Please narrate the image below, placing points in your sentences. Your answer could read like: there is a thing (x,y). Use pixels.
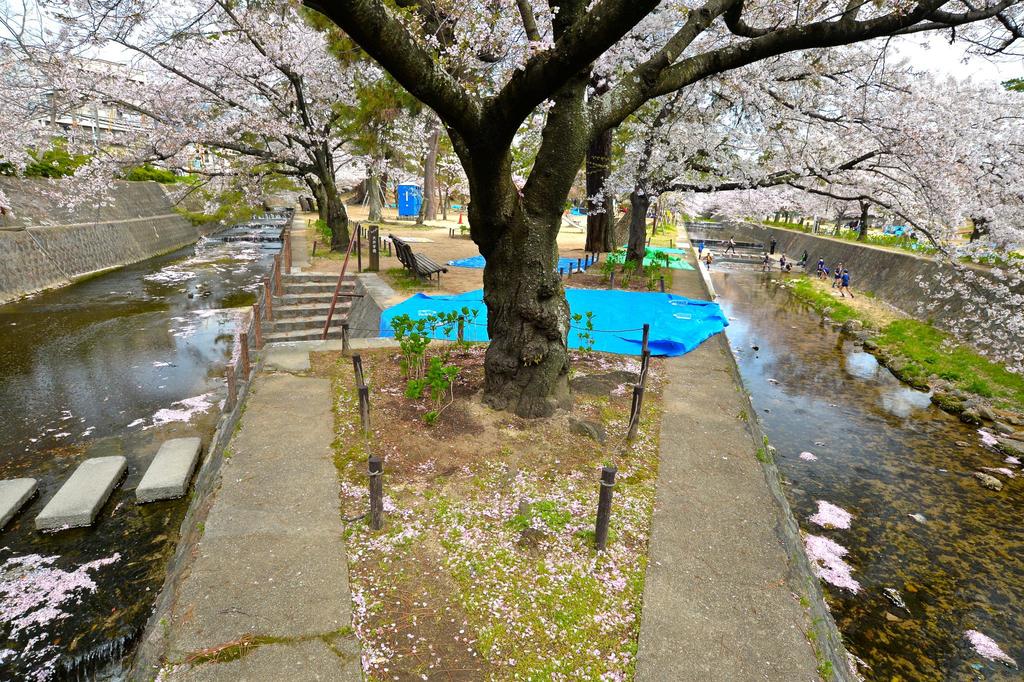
In this picture I can see trees (499,189), buildings (205,150), water (87,276), few plants (434,399) and a bench (416,259) and I can see few people (839,263) on the right side of the picture (839,287) and few plastic sheets (597,313) on the ground (471,290) and I can see cloudy sky (939,59).
